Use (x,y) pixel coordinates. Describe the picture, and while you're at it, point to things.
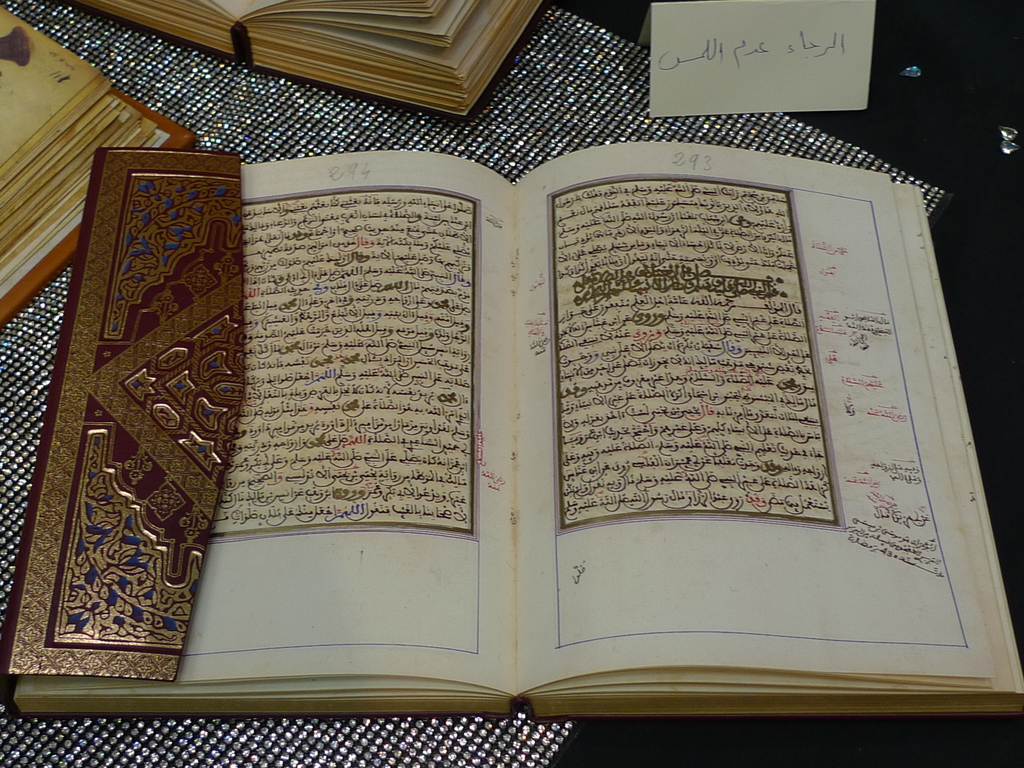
There are three books (330,182) opened. And on one book (438,416) it is written in Arabic and these book (443,159) are on a silver color thing (553,103). There is white paper (743,72) with something written on that.
